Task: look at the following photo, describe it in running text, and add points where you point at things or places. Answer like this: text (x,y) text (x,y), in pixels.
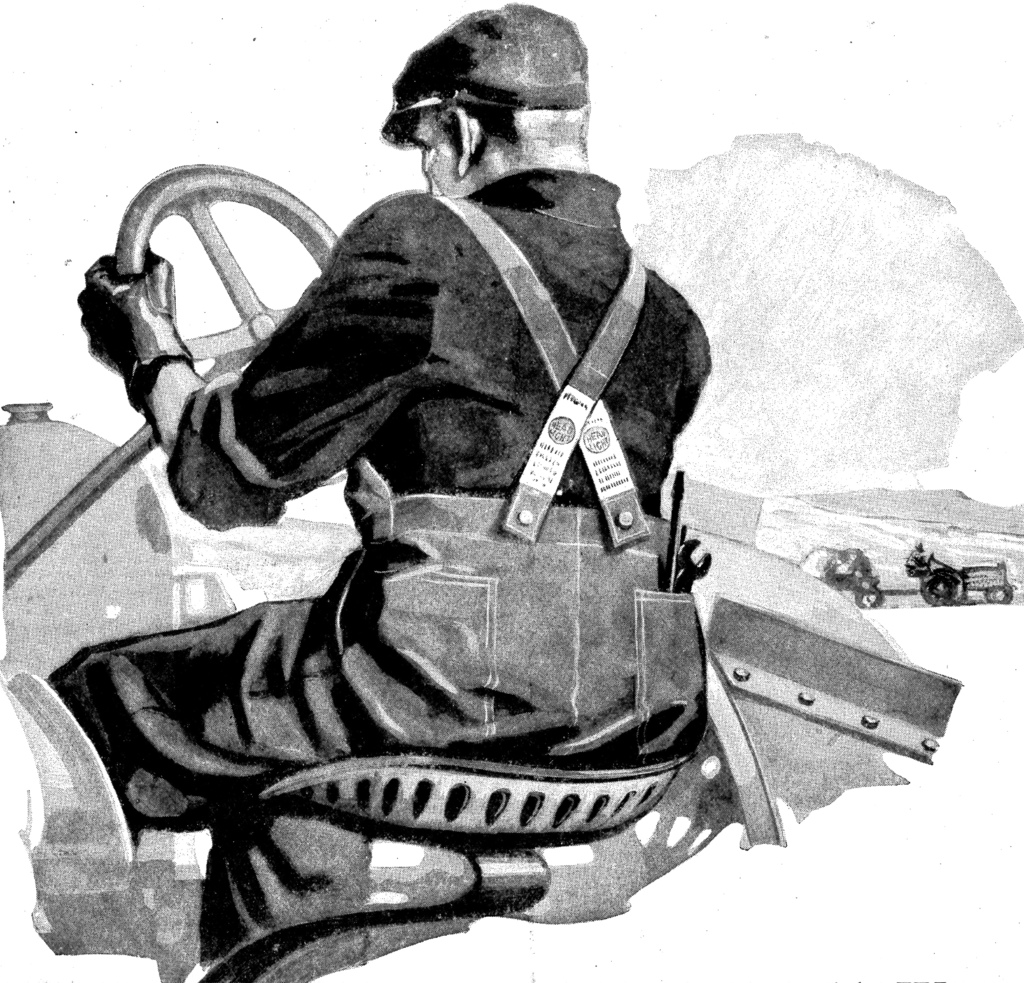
In this image, we can see a painting (567,803) which is in black and white. In this image, in the middle (559,518), we can see a man (605,576) sitting in the vehicle (619,821) and holding steering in his hand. On the right side (885,592), we can see two vehicles (934,583) riding by two persons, mountains (931,504). At the top (875,209), we can see a sky (959,479), at the bottom (947,851), we can also see a white color.
